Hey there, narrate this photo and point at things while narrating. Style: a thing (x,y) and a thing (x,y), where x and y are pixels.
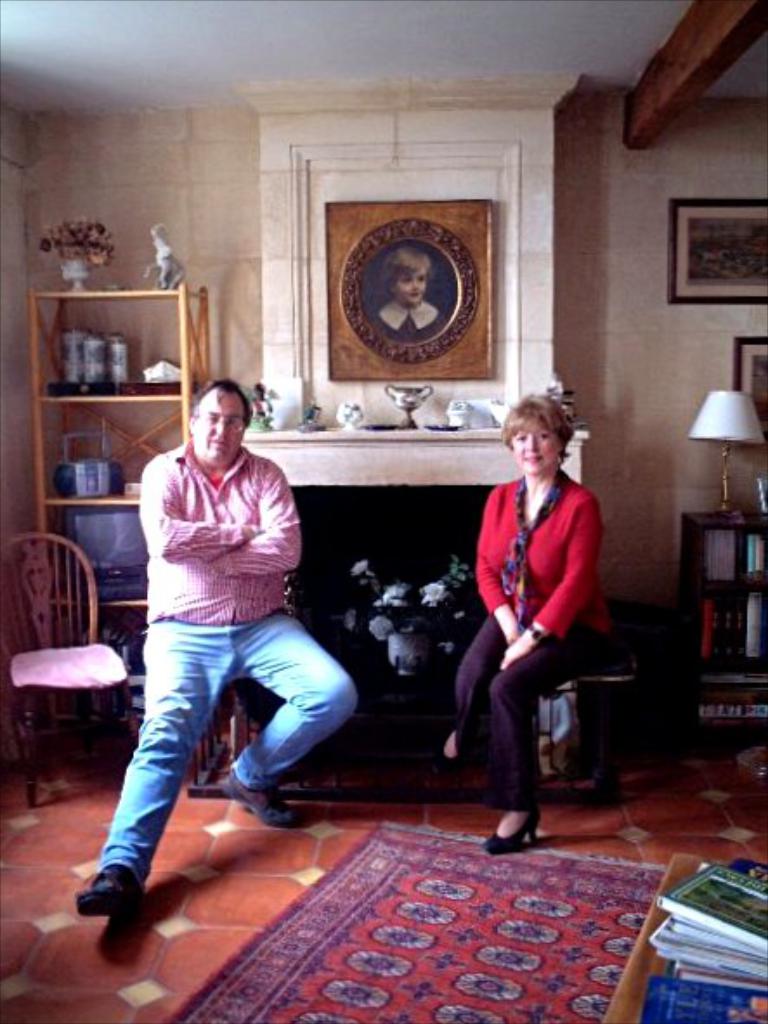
In this image, we can see two people (526,681) who are sitting. Among them, one is man (176,530) and the other is a woman (512,759). On the left (90,602), we can see a chair (33,589) and a wooden rack (140,413) with some objects (75,491) in it. On the right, we can see a bookshelf (686,522). We can also see some frames (709,260) on the wall (678,461). We can also see the floor (104,947).
